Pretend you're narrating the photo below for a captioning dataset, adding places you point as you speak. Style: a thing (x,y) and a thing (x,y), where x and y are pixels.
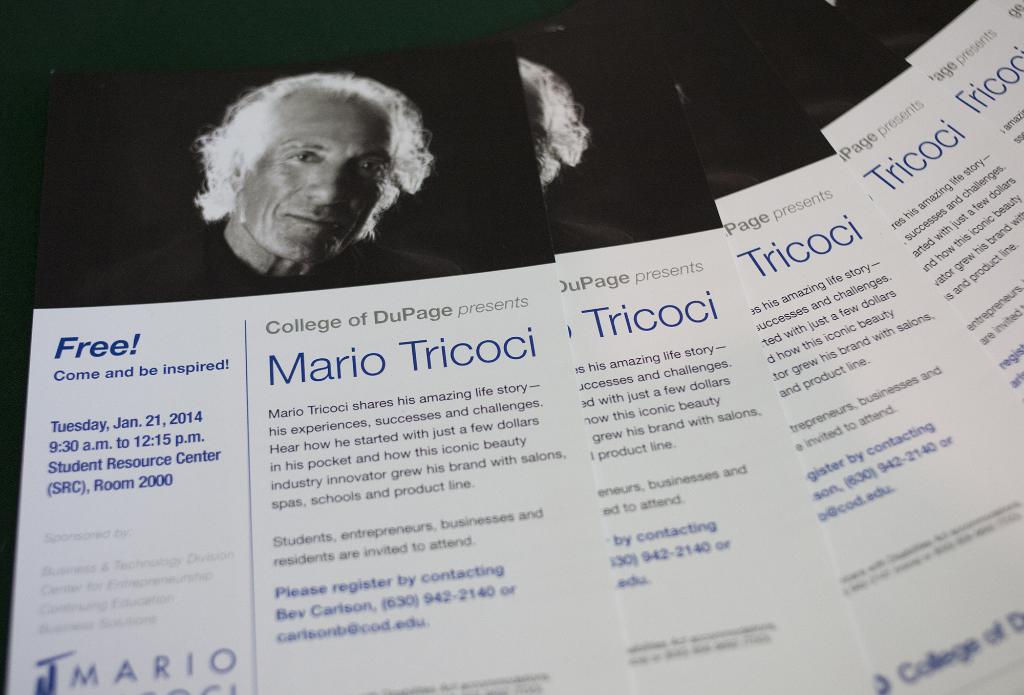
In this image we can see posters (803,315). On the poster (288,272) we can see picture (275,92) of a person (256,206) and text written on it.
